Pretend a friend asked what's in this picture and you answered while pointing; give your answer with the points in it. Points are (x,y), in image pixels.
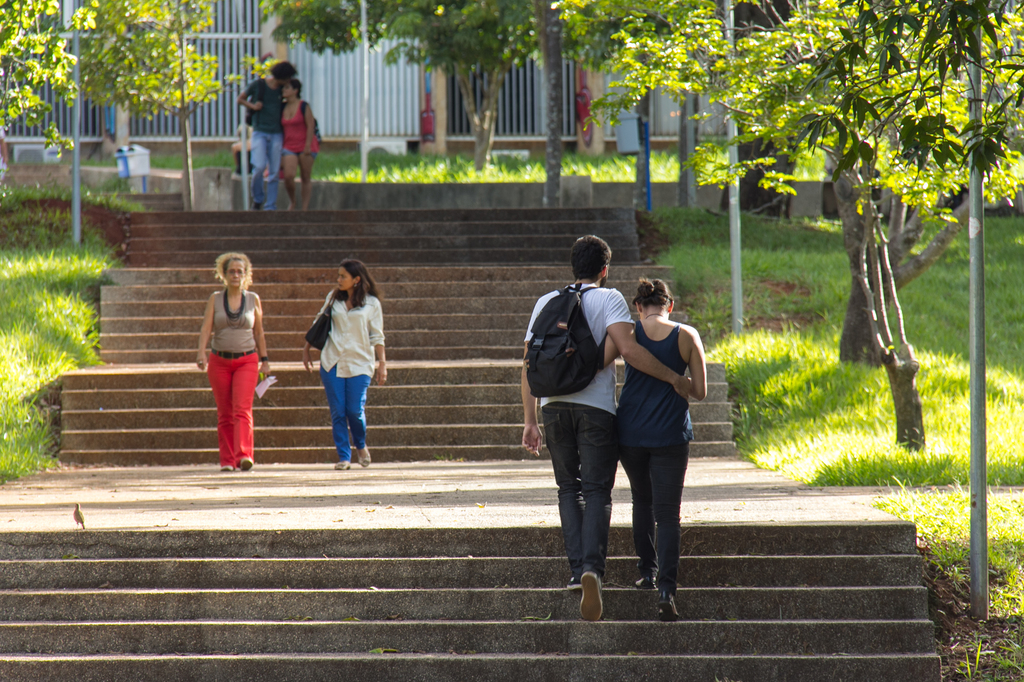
There are people (247,277) walking and these two people (355,286) carrying bags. We can see steps (166,458), grass (1023,526), poles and trees (666,6). In the background (221,51) we can see grills (231,21) and AC outlets (398,148).
